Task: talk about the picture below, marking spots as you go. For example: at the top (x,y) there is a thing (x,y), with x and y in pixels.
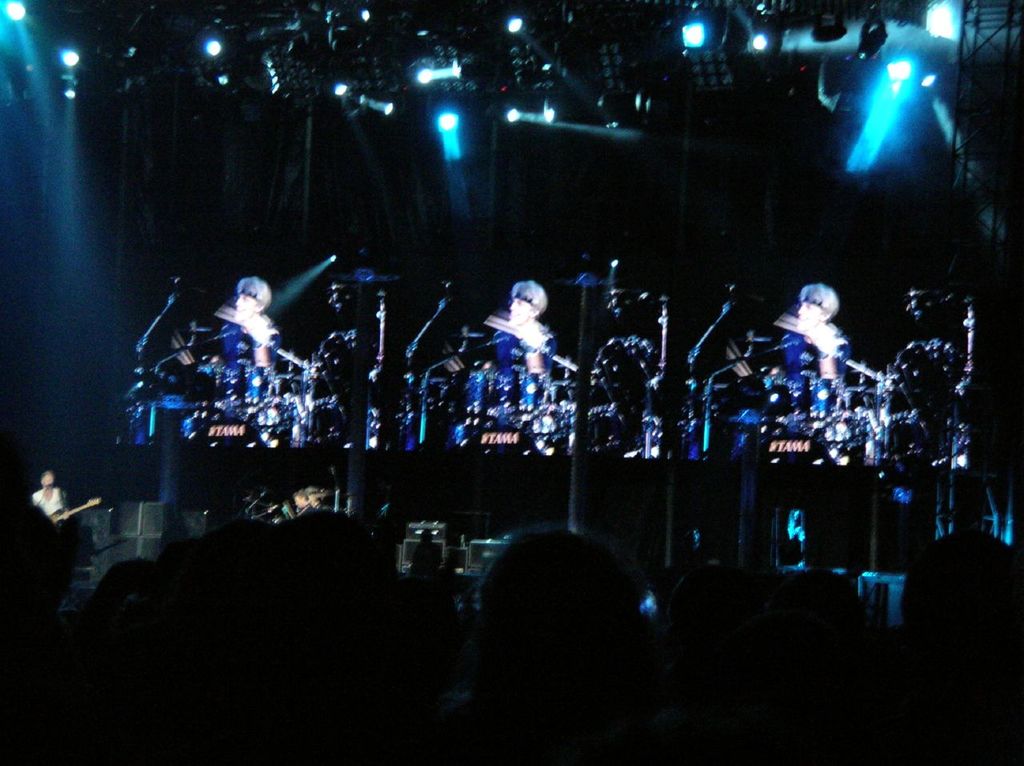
In this picture there are three persons (825,297) playing musical instruments (298,393) and there are few lights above them and there are few audience (519,653) in front of them.
